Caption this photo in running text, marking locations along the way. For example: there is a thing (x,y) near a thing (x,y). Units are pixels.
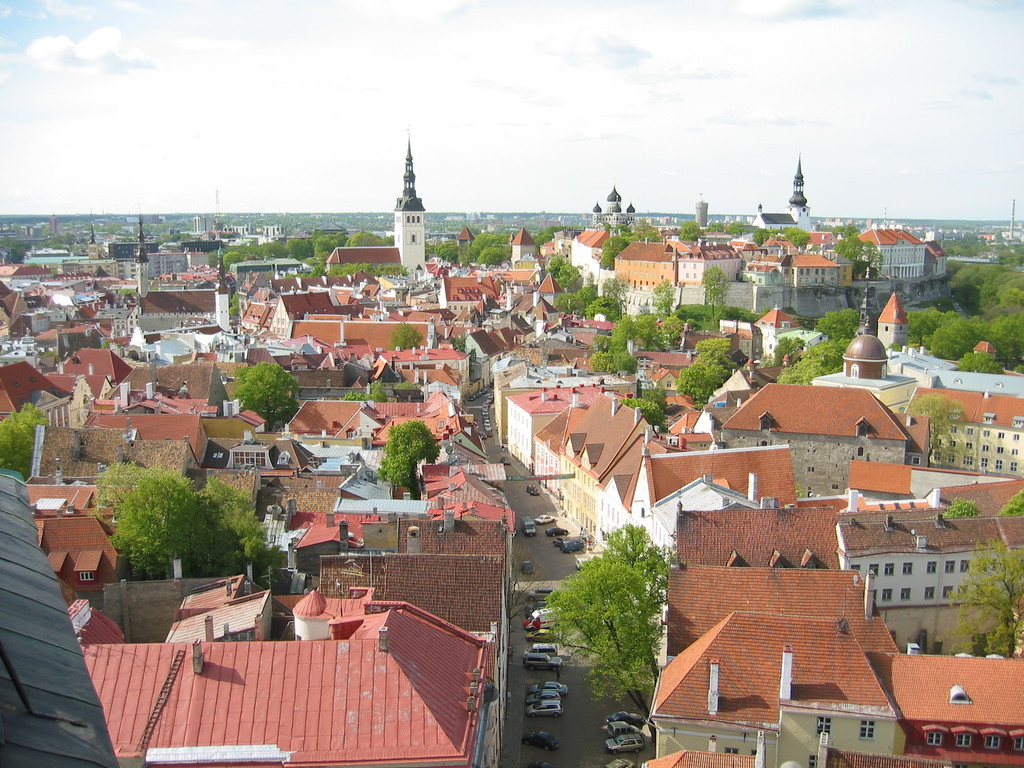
This is aerial view image of a city (346,325) with many buildings (346,325) all over the place with a road (526,490) in the middle (508,448) and vehicles (553,742) going on it and trees (601,607) in front of the buildings (674,580) and above its sky (268,103) with clouds (187,47).
